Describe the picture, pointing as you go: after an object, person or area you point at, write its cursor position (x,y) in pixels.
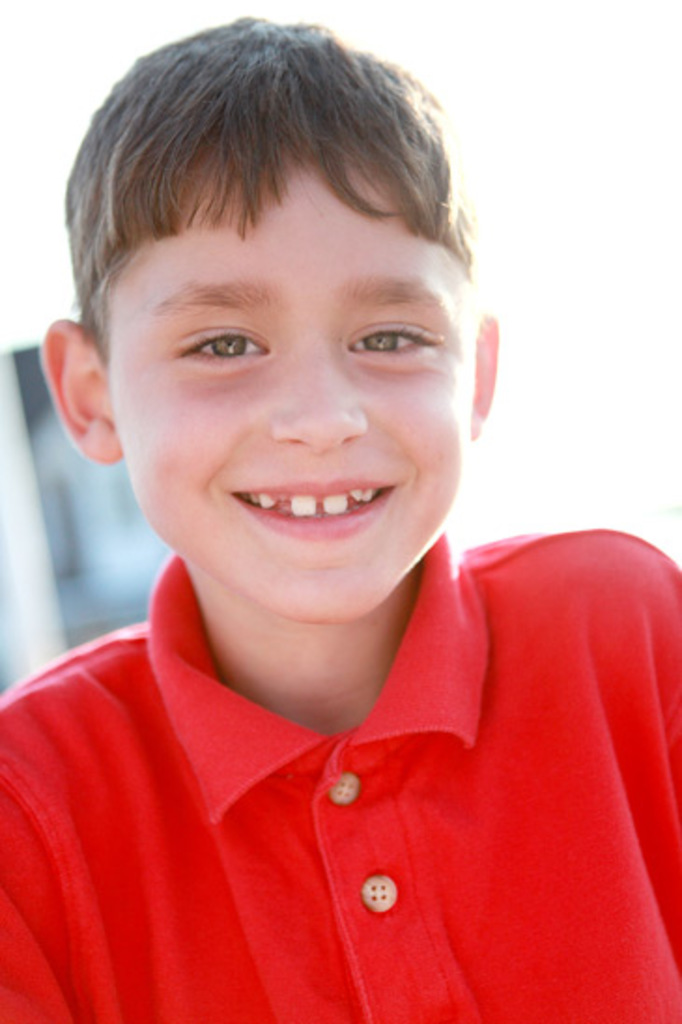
In this image we can see a boy (396,698) wearing t-shirt (255,868).
